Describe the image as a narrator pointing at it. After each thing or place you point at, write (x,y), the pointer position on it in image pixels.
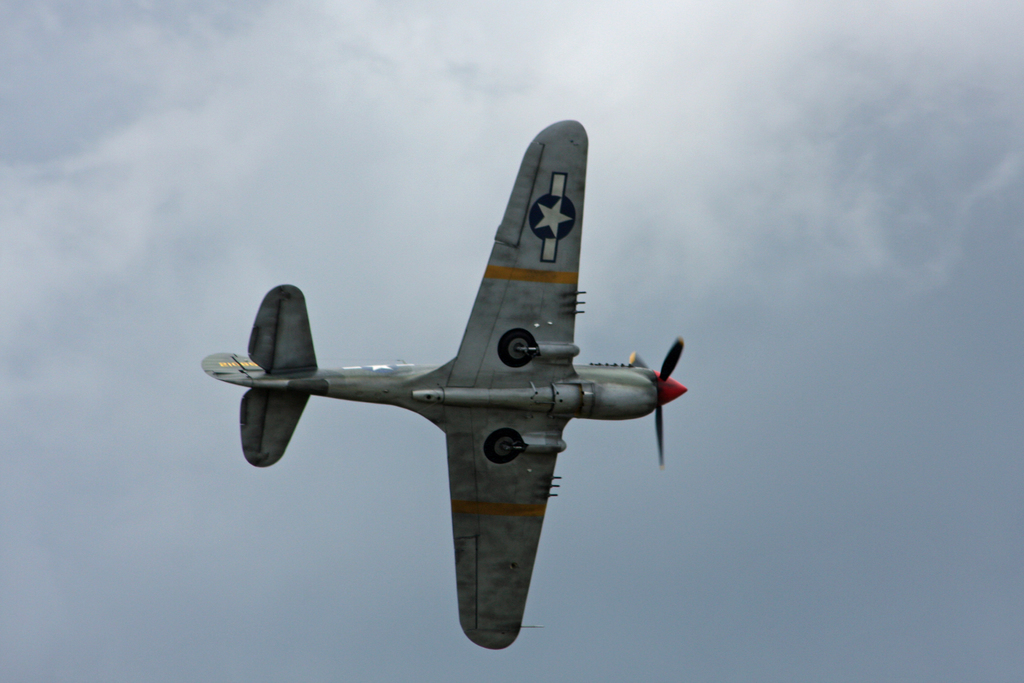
In this picture we can see an aircraft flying in the sky (495,174).
